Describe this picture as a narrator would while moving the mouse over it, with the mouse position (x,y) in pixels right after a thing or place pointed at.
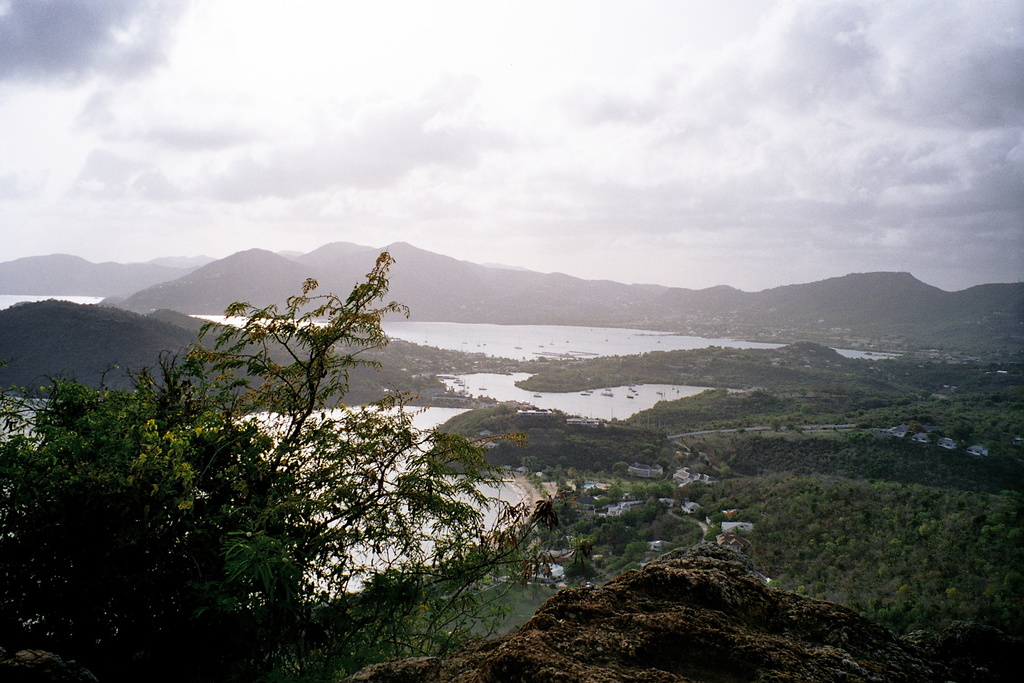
In the picture we can see some plant (369,614) on the rock surface (682,616) and in the background (519,381), we can see water (504,378) and surface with plants (813,493) in it and far from it we can see hills (406,276) and sky (438,183) with clouds (80,129).
